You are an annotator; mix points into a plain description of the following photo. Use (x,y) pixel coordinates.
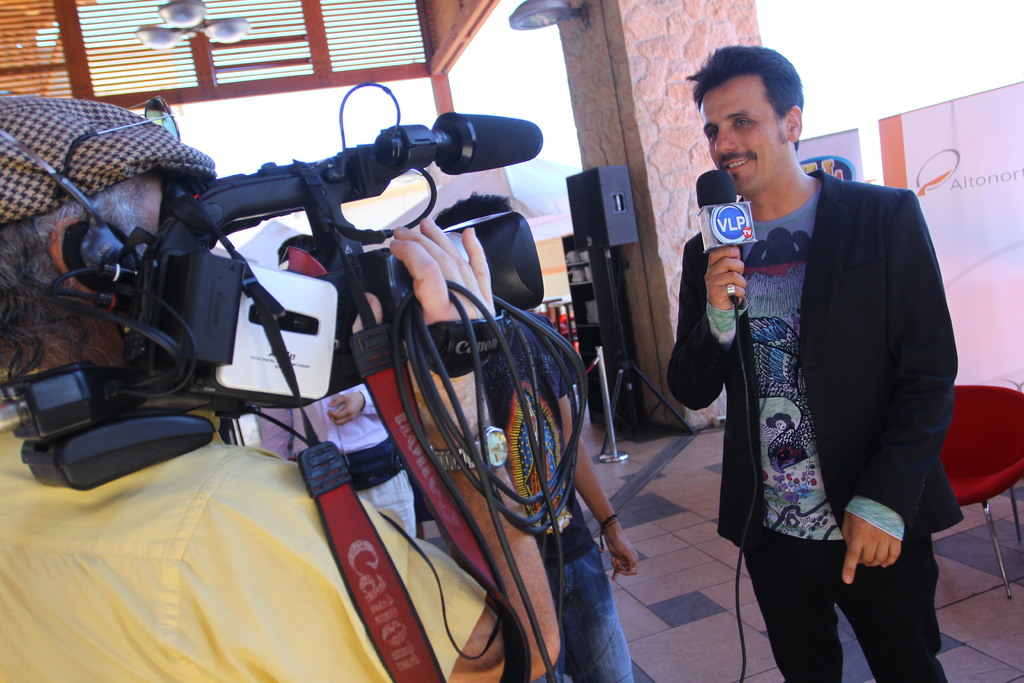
In this image a person (830,602) is standing on the floor (725,584). He is holding a mike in his hand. Left side (34,510) there is a person (12,219) holding a camera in his hand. Behind him there are few persons (343,433) standing on the floor (952,593). There is a sound speaker (625,237) attached to the stand (616,317) which is kept near the pillar (632,106). Right side (978,97) there are two banners (984,108). Before it there is a chair (989,495) on the floor (949,608). Left top there are few lights (155,33).
